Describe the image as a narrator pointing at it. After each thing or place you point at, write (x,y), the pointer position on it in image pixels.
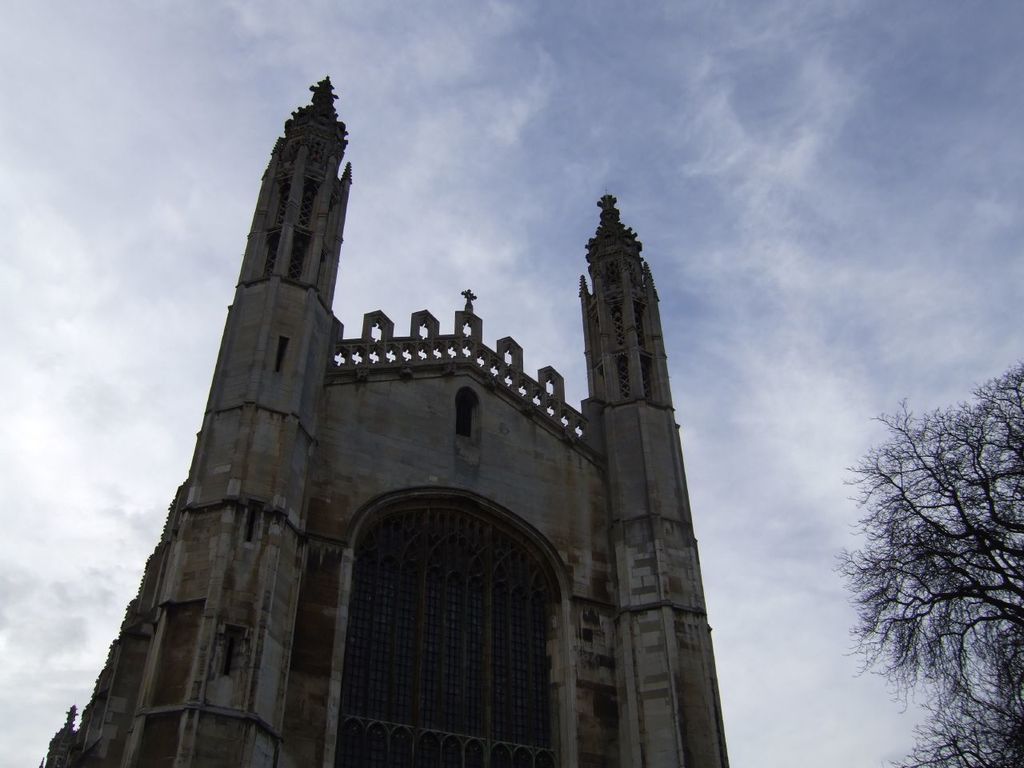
In this picture I can see a church (454,586) in the middle (645,417), on the right side (908,552) there are trees (979,581). At the top (690,115) I can see the sky (541,110).
